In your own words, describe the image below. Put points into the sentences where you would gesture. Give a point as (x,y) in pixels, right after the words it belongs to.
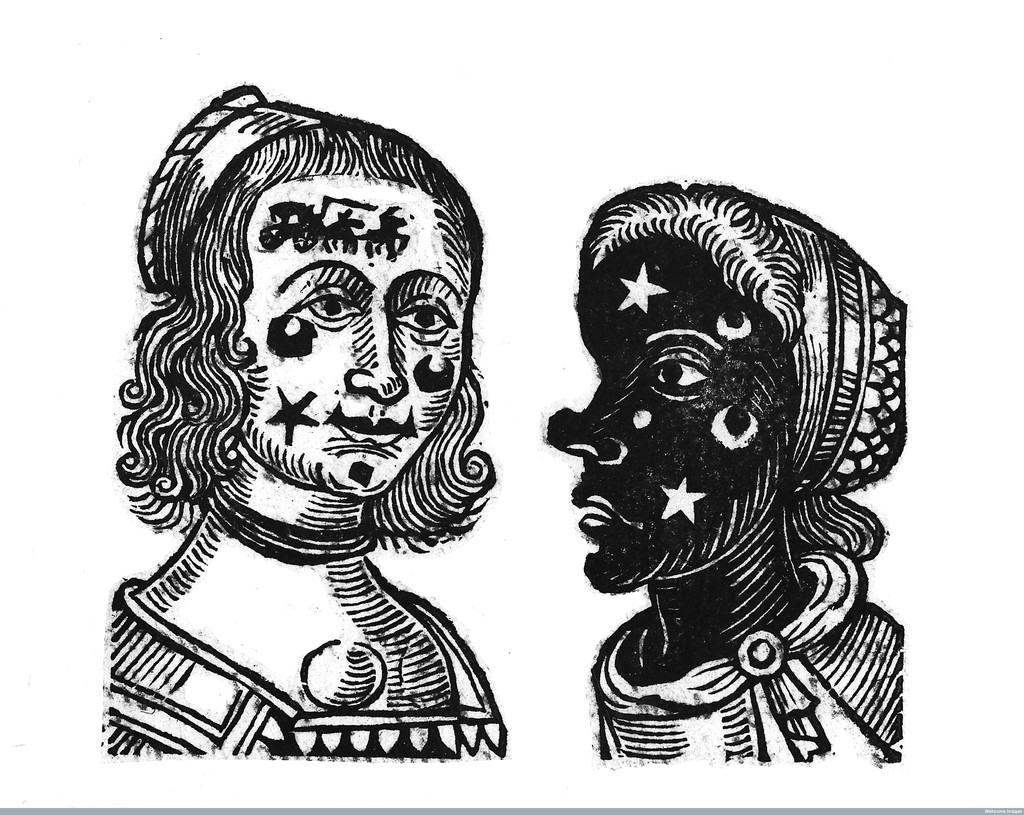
In the center of the image (471,444) there are depictions of women (643,511).
